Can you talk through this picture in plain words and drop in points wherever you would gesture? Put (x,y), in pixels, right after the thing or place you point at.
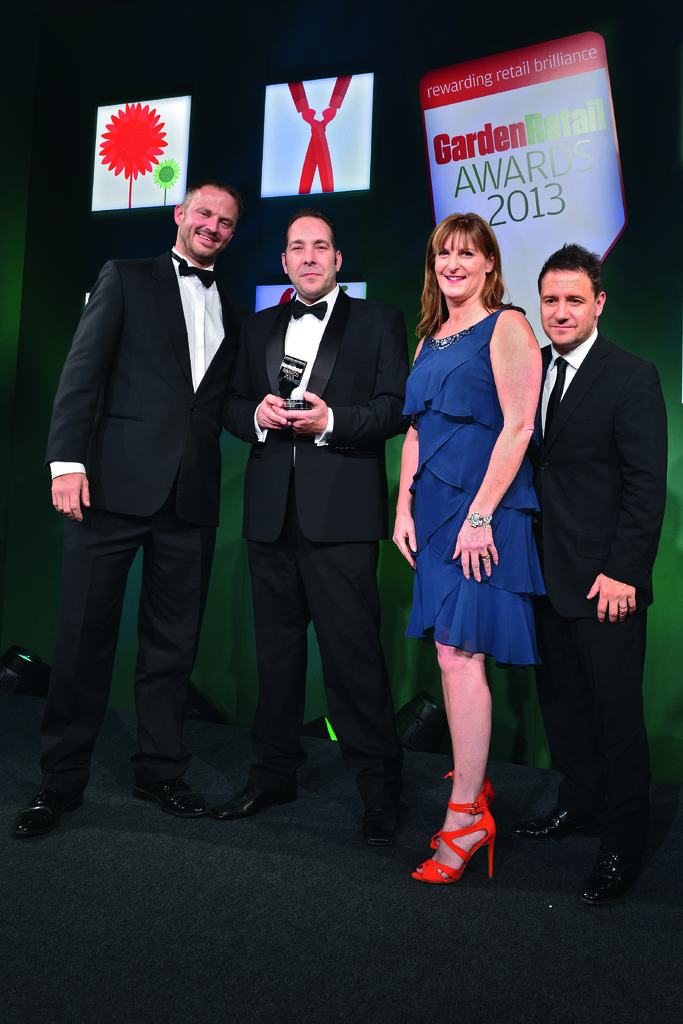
In this picture we can see three men (174,541) and a woman (426,288) standing on a platform (333,836) and smiling and in the background (599,49) we can see banners (291,142).
